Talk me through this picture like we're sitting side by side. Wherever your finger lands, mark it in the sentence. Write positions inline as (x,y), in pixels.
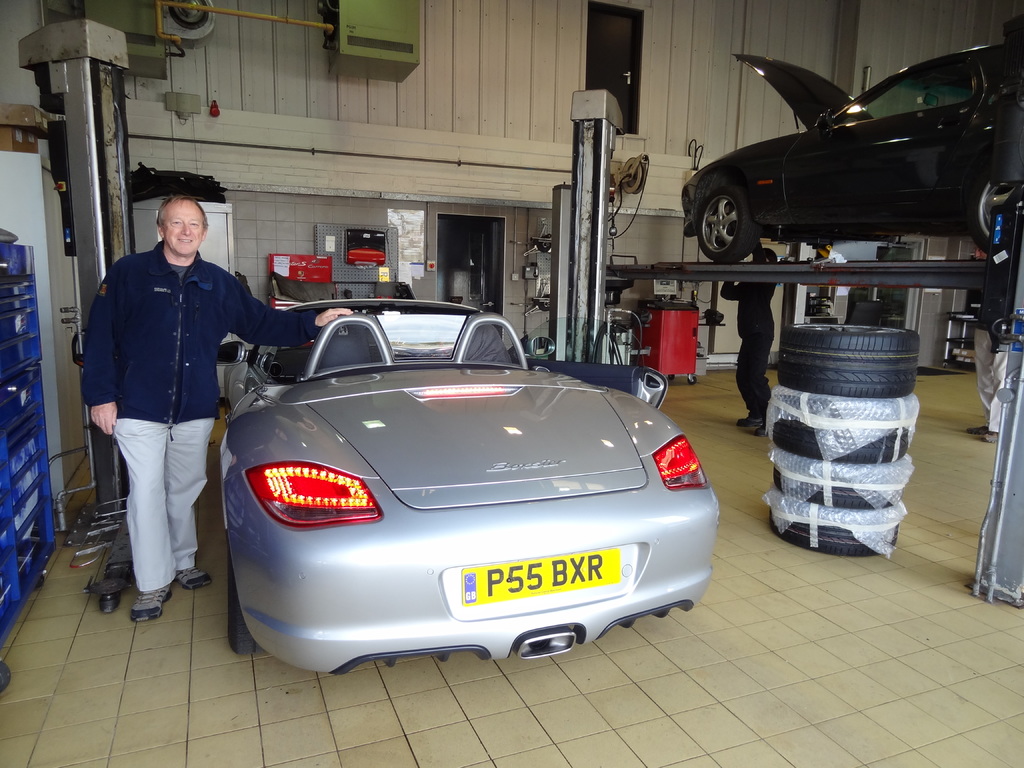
This picture consist of inside view of a shed (606,234) and I can see a person (237,306) standing beside the car (492,459) in the middle (535,428) and the persons (191,226) is smiling and I can see blue color box (9,593) kept on the floor (66,683) on the left side (5,606), on the right side (872,185) I can see tyres (858,428), persons (724,293) vehicles (981,183) and stands (723,268) and the wall (348,166) and some other objects (389,241) visible.
